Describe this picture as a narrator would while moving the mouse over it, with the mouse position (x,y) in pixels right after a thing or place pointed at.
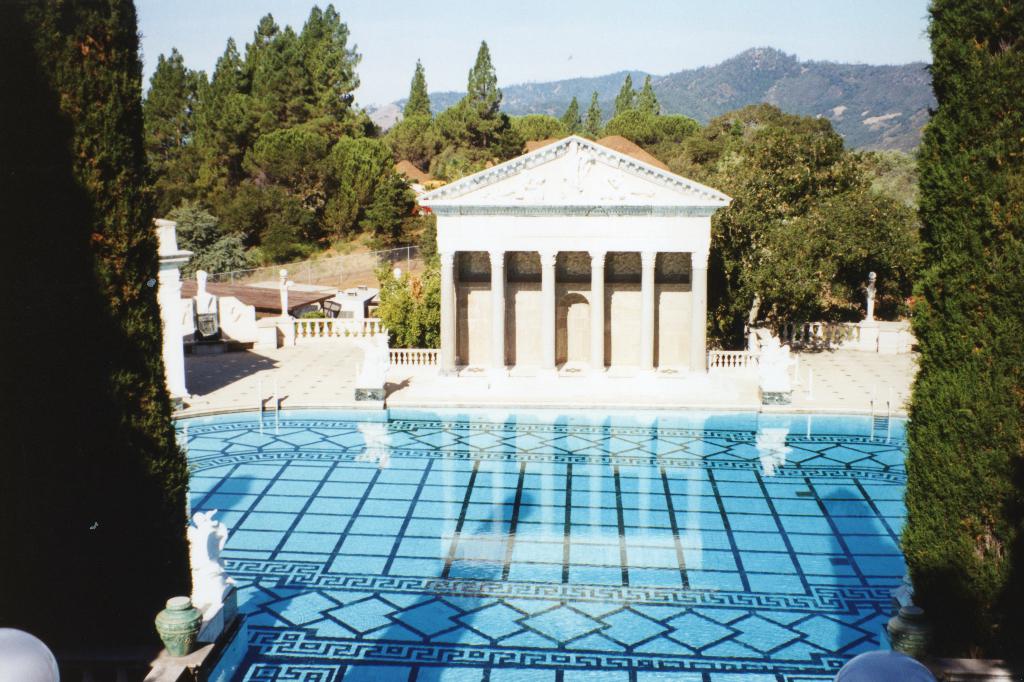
This image consists of a swimming pool (599,504). To the left (146,331) and right, there are trees (915,419). In the background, there are mountains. In the front (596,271), there is a small roof (511,215) along with pillars (597,266).
